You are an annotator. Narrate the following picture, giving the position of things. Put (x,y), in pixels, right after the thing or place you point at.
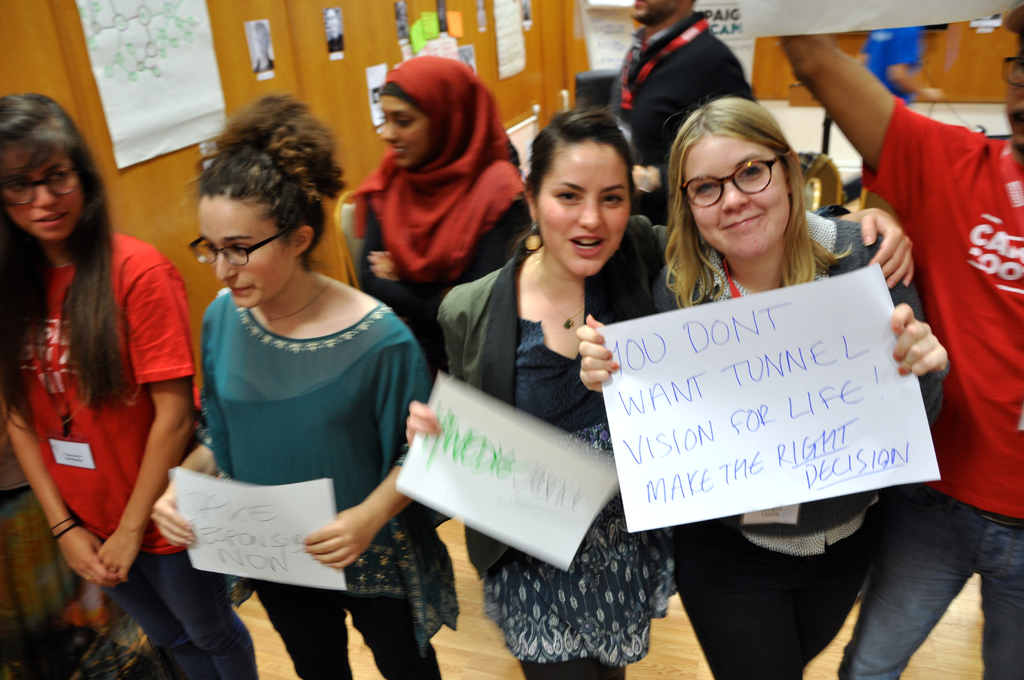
In this picture there are ladies (838,259) in the center of the image (516,264), by holding posters (662,426) in their hands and there are posters (159,79), which are placed on the cupboards (319,89) in the background area of the image (83,69).
